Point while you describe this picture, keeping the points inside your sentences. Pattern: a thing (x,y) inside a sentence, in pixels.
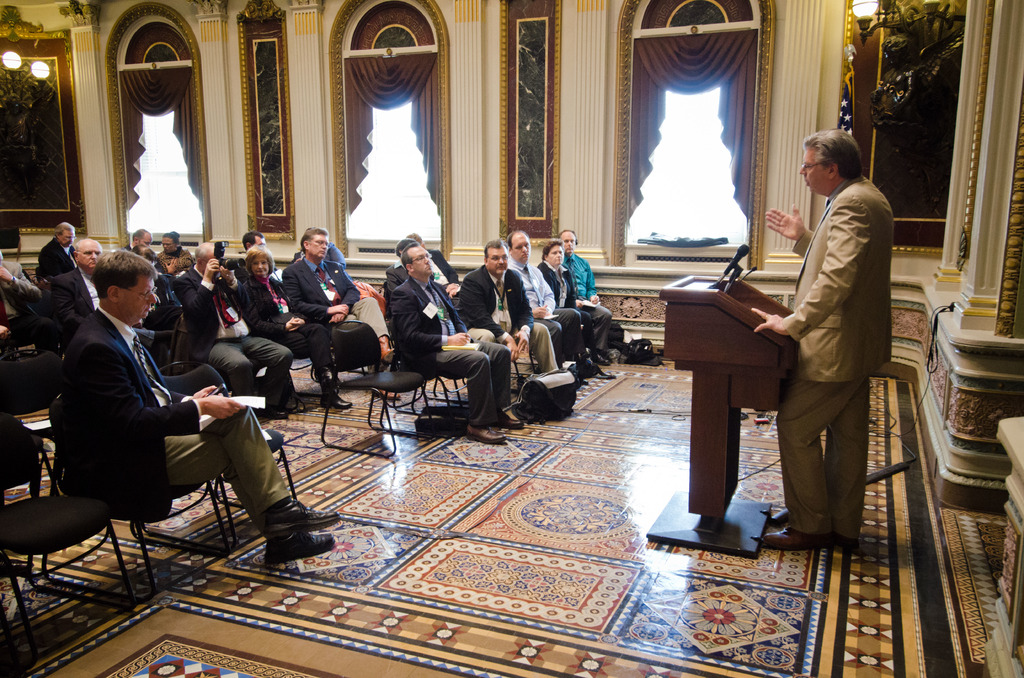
In this image we can see group of persons (138,409) sitting on chairs (275,451). Some bags (559,392) are placed on the ground (397,420). One person (222,300) is holding a camera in his hand (213,261). On the right side of the image (806,397) we can see a person (837,276) standing in front (859,203) with a microphone (731,281) on a stand (716,302). In the background (157,104), we can see a group of pillars (963,139), lights (870,21), windows (712,126) with curtains (171,104).
